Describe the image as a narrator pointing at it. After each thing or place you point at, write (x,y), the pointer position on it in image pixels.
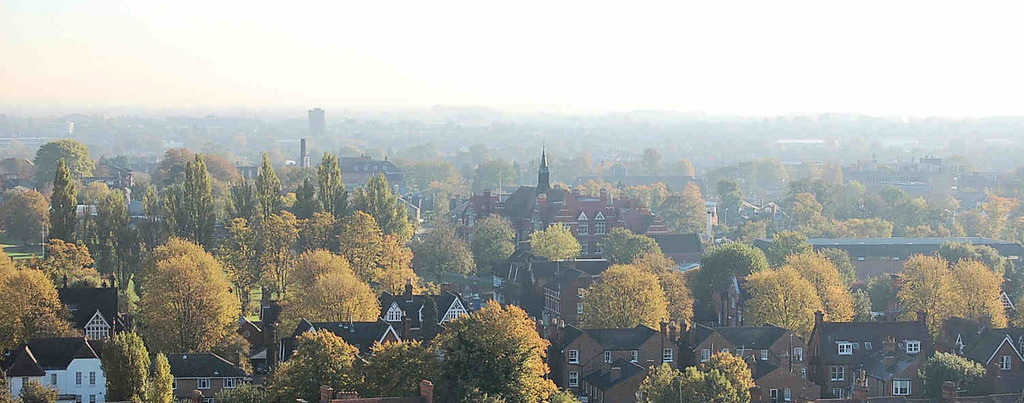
In this image we can see a group of houses (536,264) with roof (523,277) and windows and a group of trees (426,268). On the backside (506,92) we can see the sky (551,72) which looks cloudy.
